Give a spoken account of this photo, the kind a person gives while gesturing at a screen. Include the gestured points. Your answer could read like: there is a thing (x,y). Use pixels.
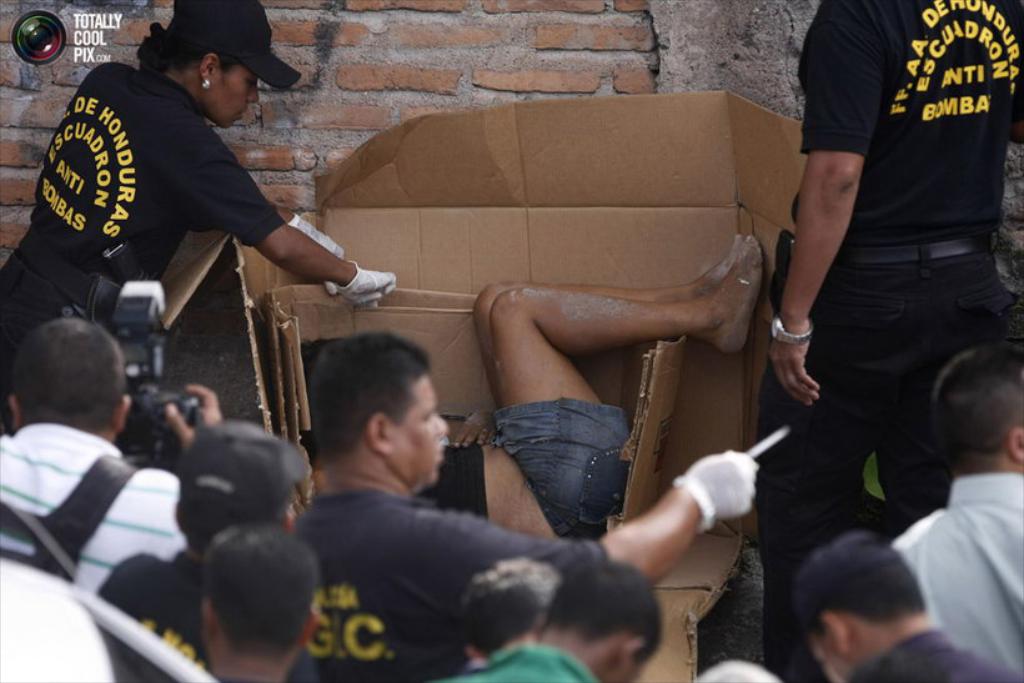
In this image, there are a few people (967,382). We can see the wall (331,47) and some cardboard boxes (586,254). We can see some watermark (112,29) on the top left corner (32,18).
